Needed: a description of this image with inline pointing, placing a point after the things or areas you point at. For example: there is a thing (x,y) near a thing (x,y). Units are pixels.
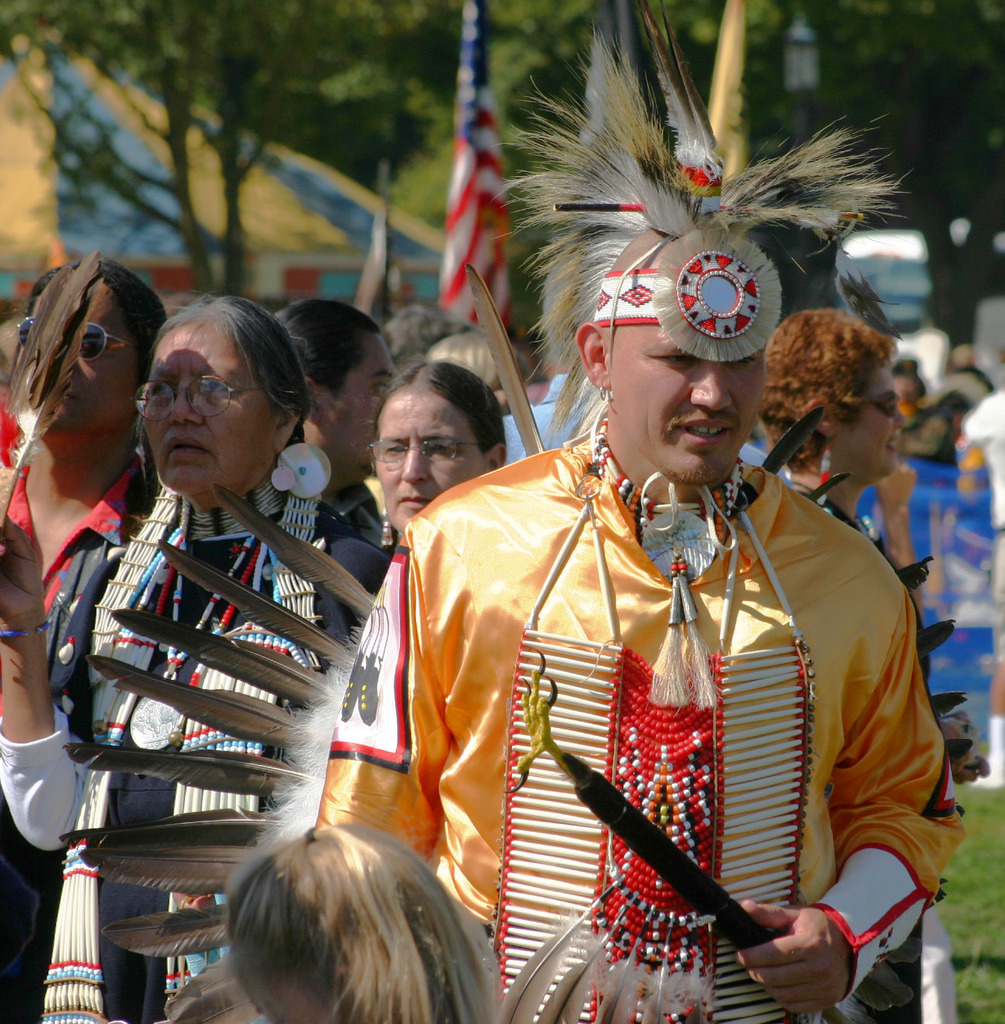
Here we can see few persons (712,666) and he is in a fancy dress (695,787). In the background (546,14) we can see flags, pole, light (802,34), trees (507,14), and a house (335,249).
